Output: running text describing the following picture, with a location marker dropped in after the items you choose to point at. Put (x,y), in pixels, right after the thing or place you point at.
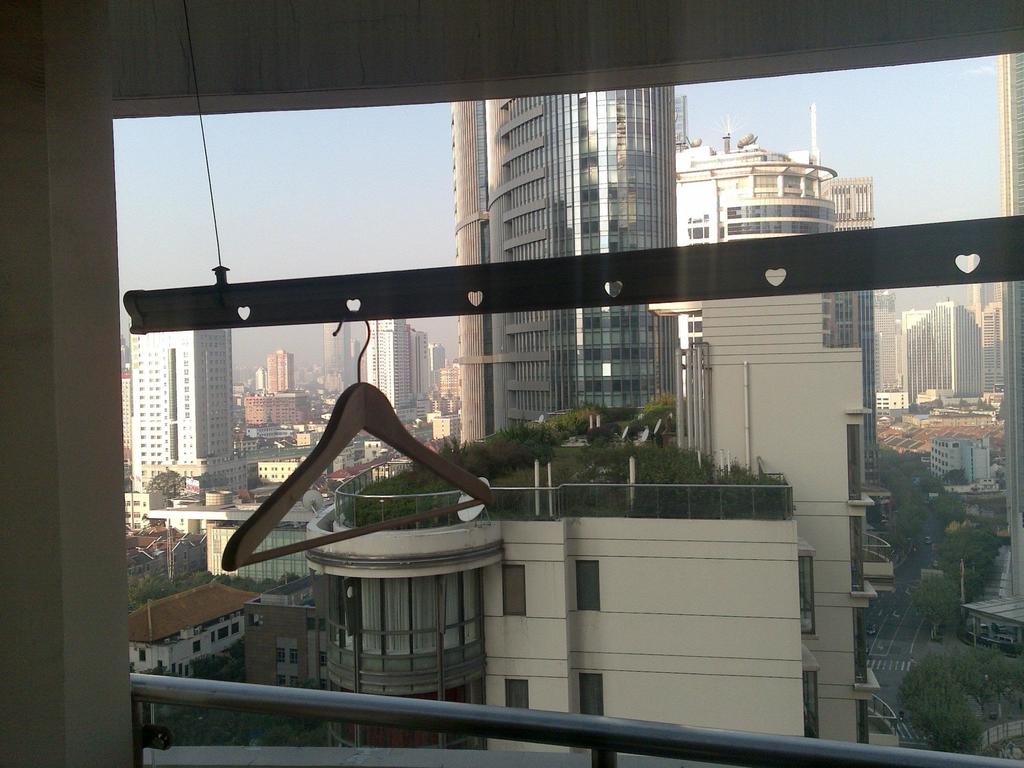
In the picture we can see from the window (627,572) and to it we can see a hanger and from the window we can see many buildings (646,697), tower buildings (182,398) with many floors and windows (173,383) to it and we can also see some roads (889,603) and trees (924,678) and we can see a sky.
